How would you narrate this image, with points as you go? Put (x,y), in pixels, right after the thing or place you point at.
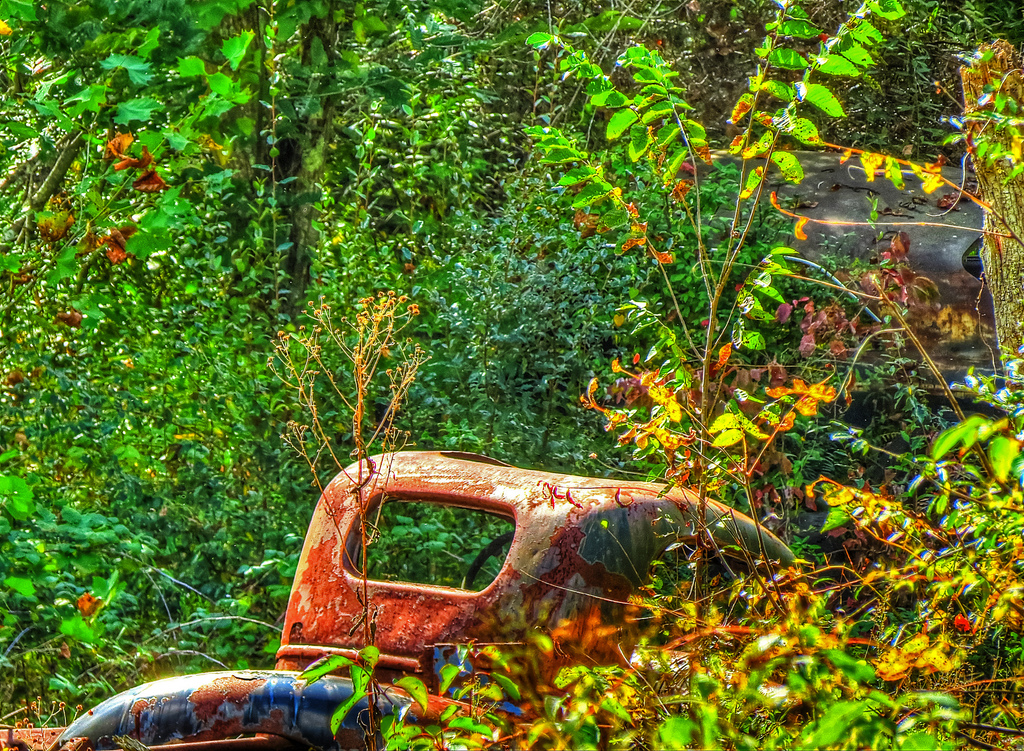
In this picture we can see a vehicle (262,750). Few trees (581,304) are visible in the background (600,385).
